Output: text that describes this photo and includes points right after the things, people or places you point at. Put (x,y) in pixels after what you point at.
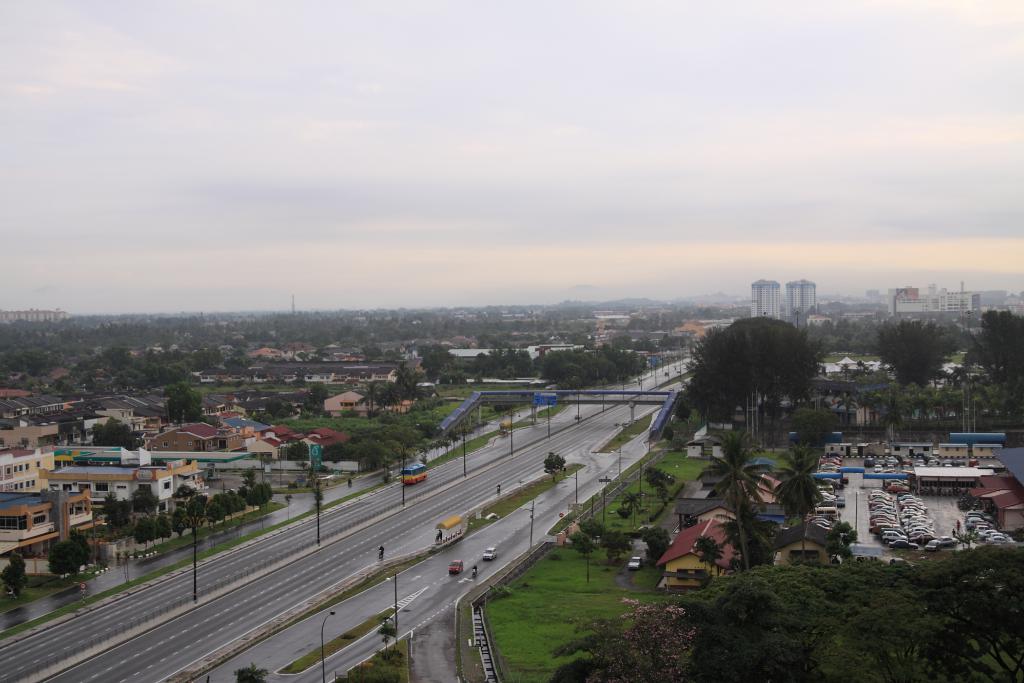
There are buildings (278,457), trees (774,525), roads (552,501) and cars (886,525) are present at the bottom of this image (413,516). We can see the sky (588,213) in the background (411,168).
